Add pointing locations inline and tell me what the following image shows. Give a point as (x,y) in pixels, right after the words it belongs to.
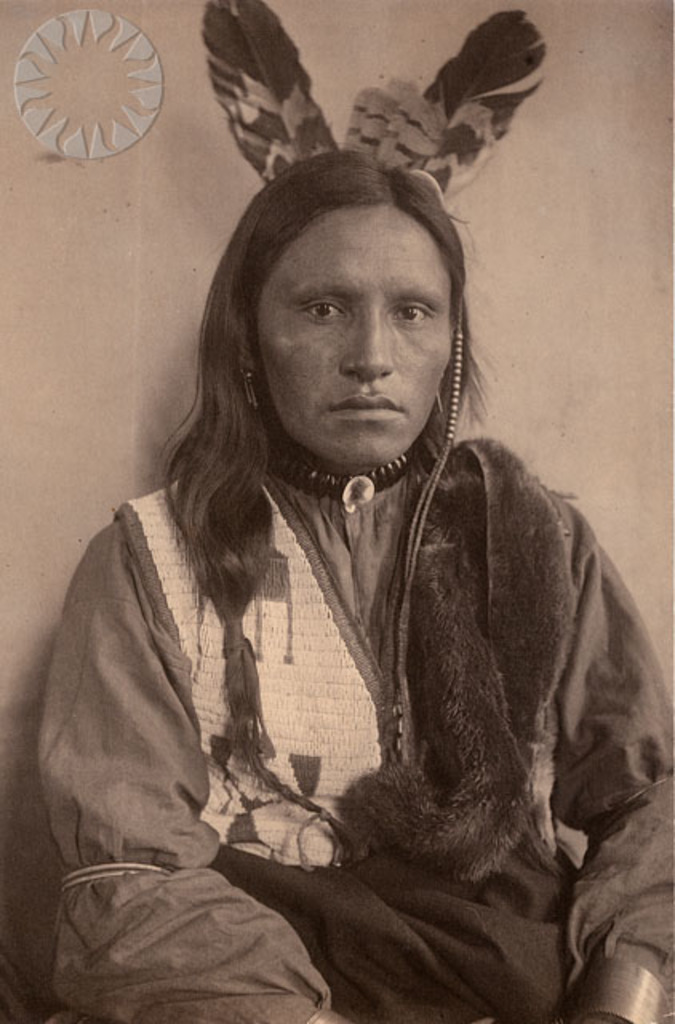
In this image there is a person (360,327) in a fancy dress (357,917) is sitting, and there are feathers (234,11), wall (242,155) and a watermark (93,153) on the image.
